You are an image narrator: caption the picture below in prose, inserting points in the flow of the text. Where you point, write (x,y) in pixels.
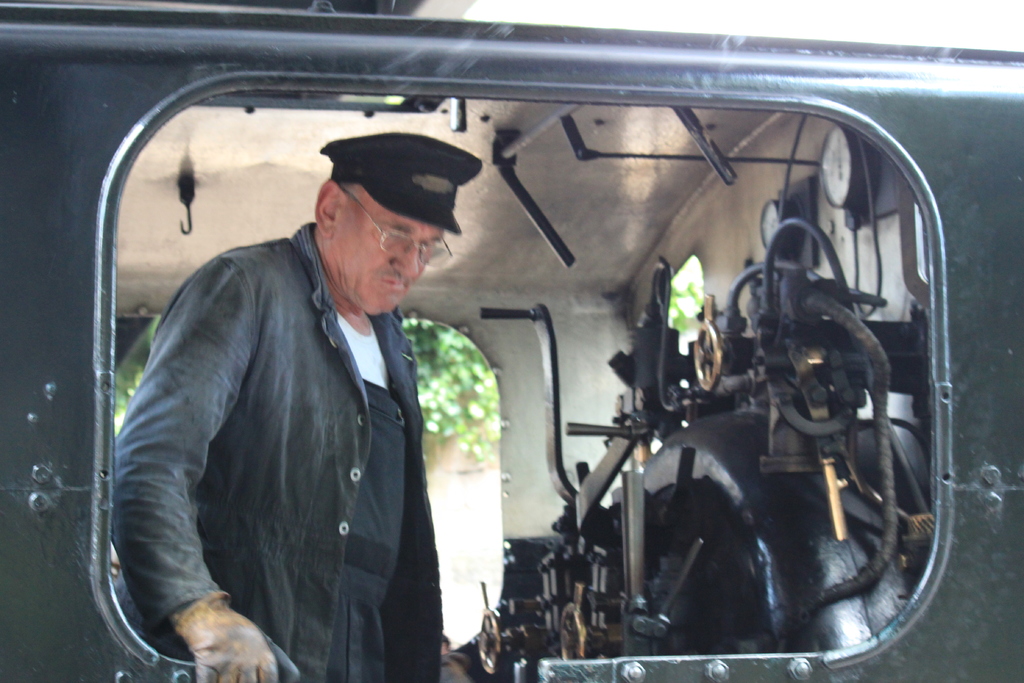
This picture is an inside view of a train (416,304). On the left side of the image (215,343) we can see a man (300,393) is standing and wearing glove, spectacles (387,241), hat (374,189). On the right side of the image (852,361) we can see a machine (795,519). In the background of the image (420,374) we can see trees (430,365), roof (569,166), clock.
